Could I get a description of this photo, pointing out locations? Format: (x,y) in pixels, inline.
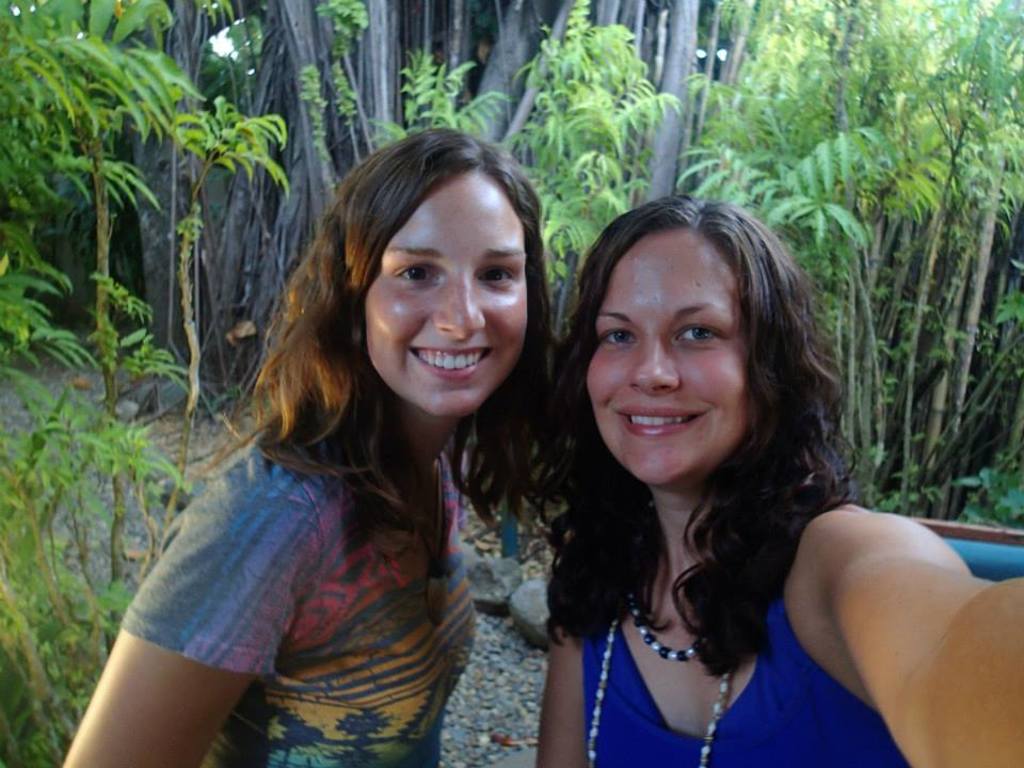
In this picture there are two girls (327,395) smiling and taking the selfie with the camera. In the background (586,114) there are some plants (754,111) and tree branches (521,115).
